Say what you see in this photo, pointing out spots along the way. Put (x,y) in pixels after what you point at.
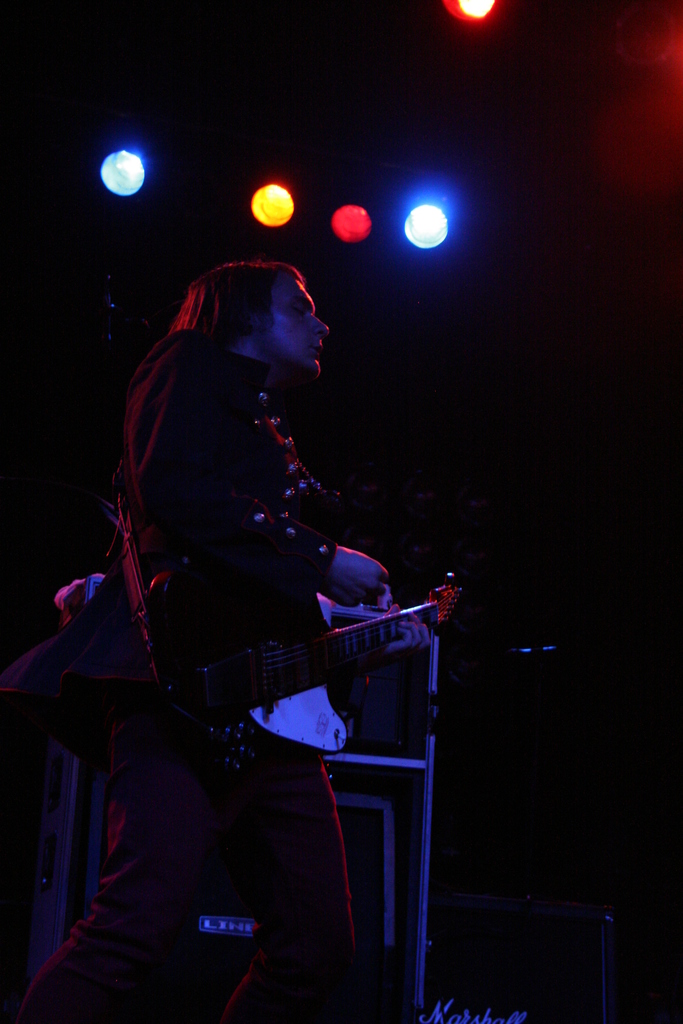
In this picture we can see a person (199,465), here we can see a musical instrument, lights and some objects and in the background (342,424) we can see it is dark.
